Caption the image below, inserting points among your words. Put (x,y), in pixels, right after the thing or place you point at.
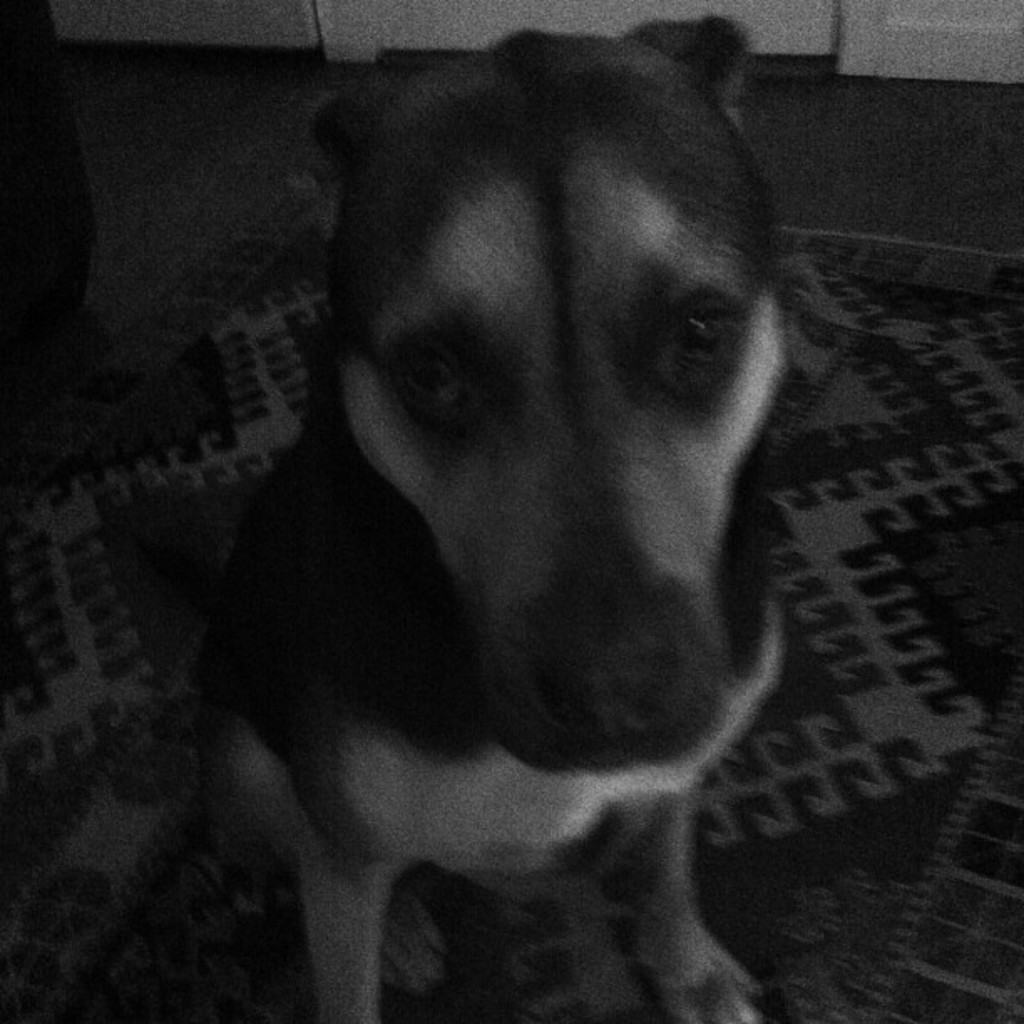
This is a black and white image, in this image there is a dog (246,802) sitting on a mat (149,469).
